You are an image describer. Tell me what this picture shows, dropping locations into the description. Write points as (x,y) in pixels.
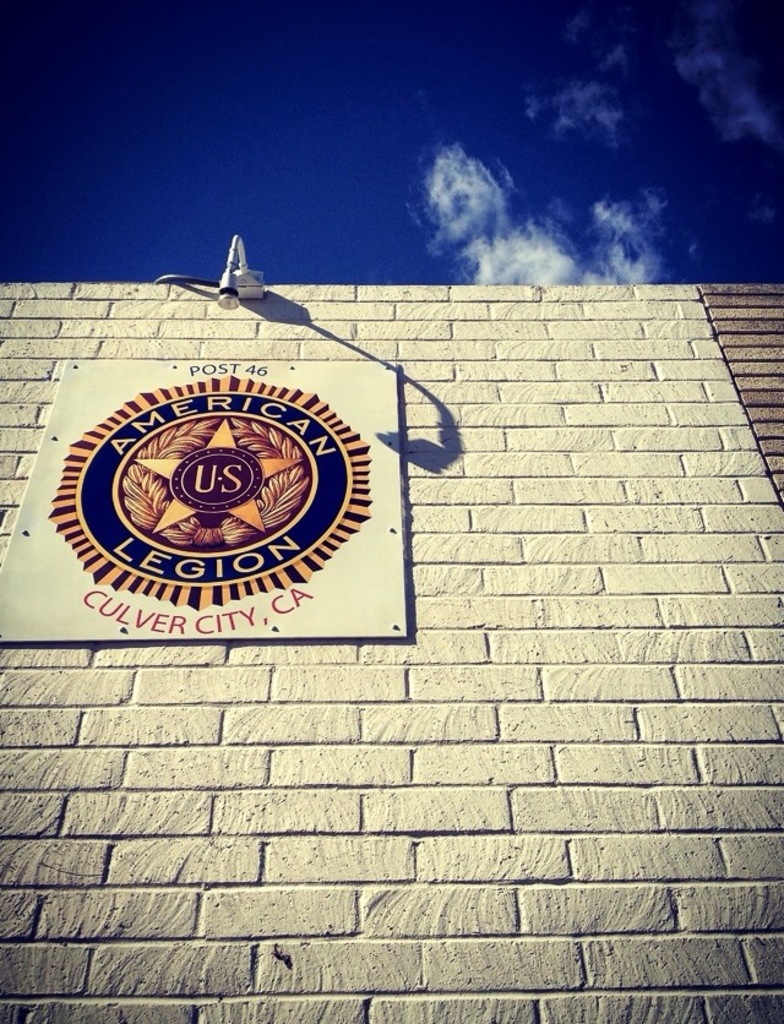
In this image I can see the wall (457,566), on the wall (411,544) I can see a notice board (266,567) attached, at the top (433,138) I can see the sky (558,118).
